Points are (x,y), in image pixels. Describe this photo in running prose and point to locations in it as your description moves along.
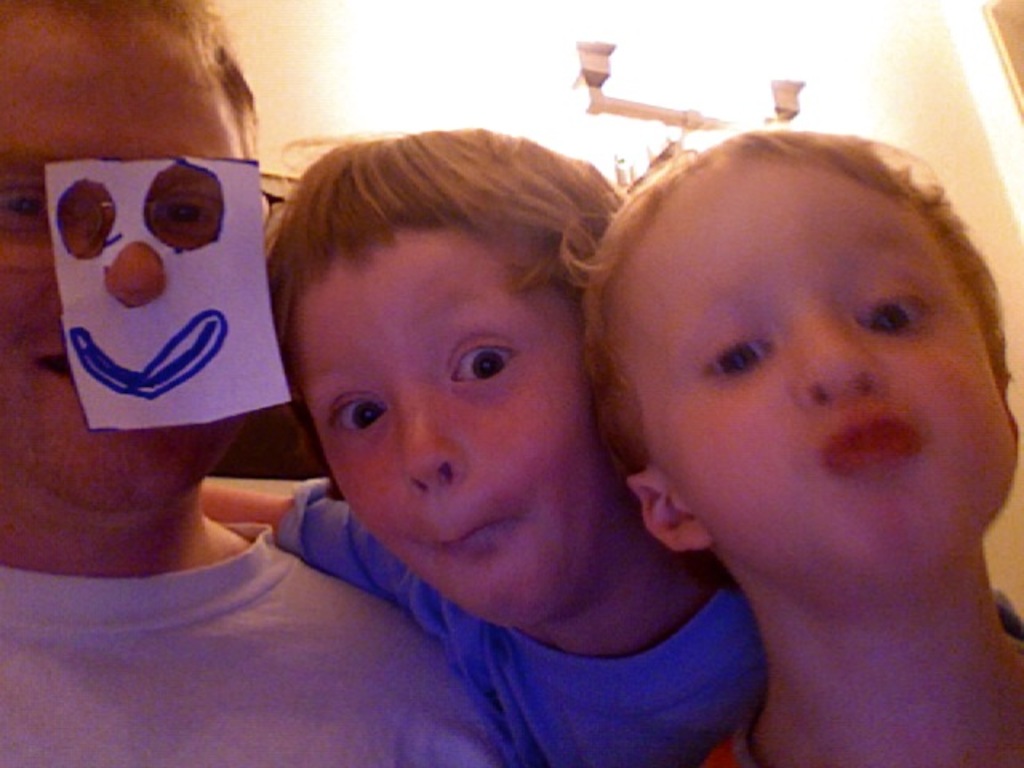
In the foreground of the picture (458,253) we can see three persons (474,310). In the background (528,62) we can see wall (506,92), light (788,94), stand (593,99) and other objects (1012,24).
